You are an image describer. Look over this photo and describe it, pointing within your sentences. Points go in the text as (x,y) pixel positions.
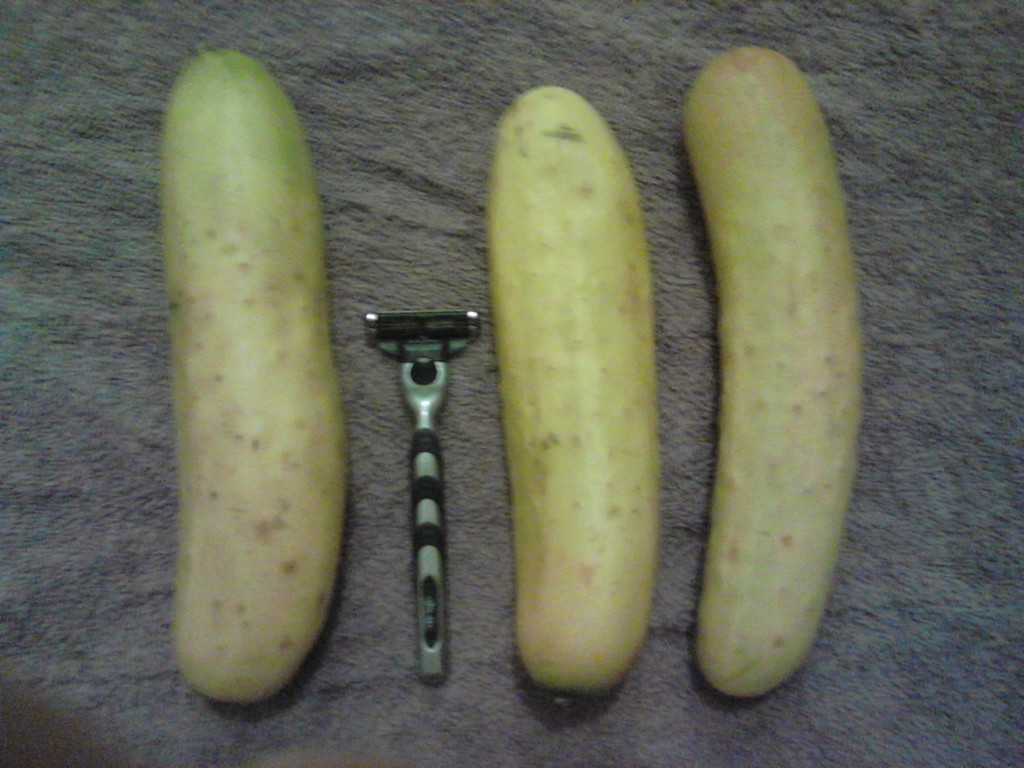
In this picture we can see three cucumbers (187,269) and a razor (432,662) on a platform (482,314).
